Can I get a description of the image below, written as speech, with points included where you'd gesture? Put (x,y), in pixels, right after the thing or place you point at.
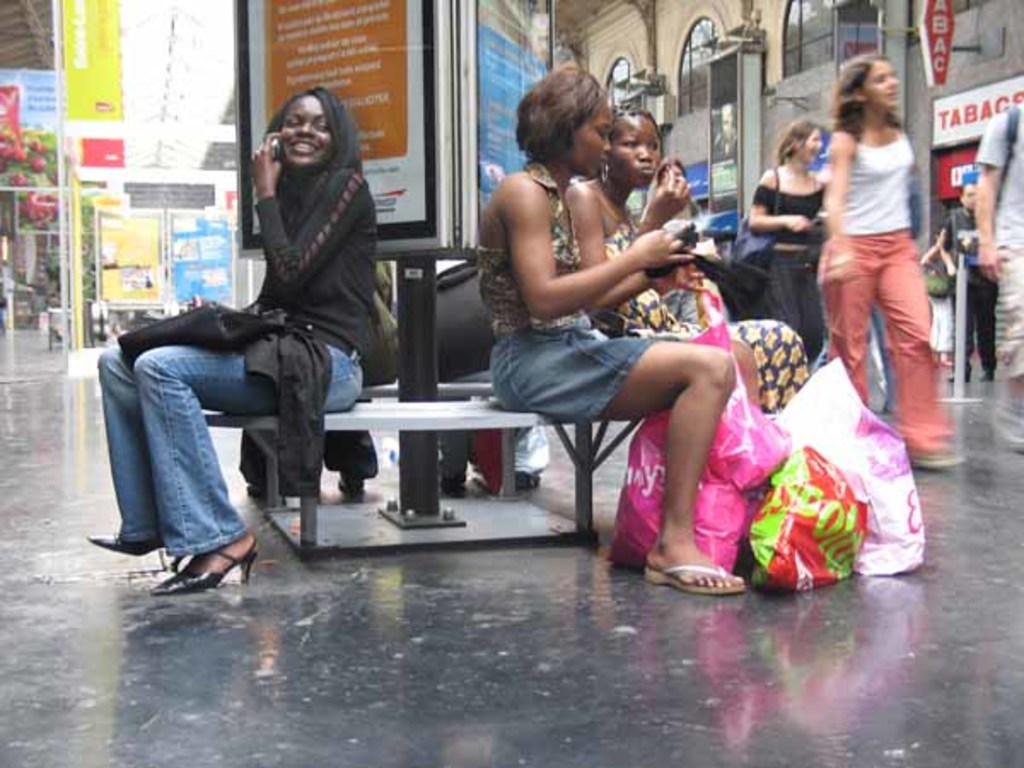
In this image there are few people (526,310) sitting on the bench (449,412). Behind them there is a board (425,118). Behind them there are few people (890,366) walking on the floor (950,660). In the background (614,49) there are buildings (582,14).
